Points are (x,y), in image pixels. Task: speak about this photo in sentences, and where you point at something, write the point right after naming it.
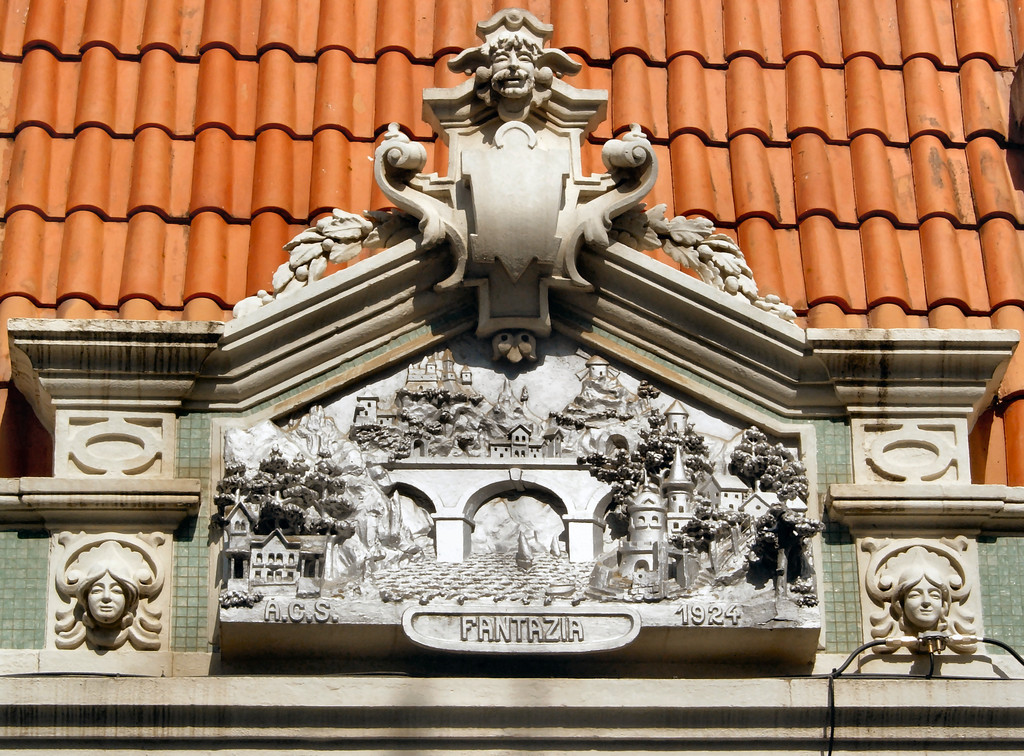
There is a carving (406,193) and roof (766,160) of a building (793,150).
